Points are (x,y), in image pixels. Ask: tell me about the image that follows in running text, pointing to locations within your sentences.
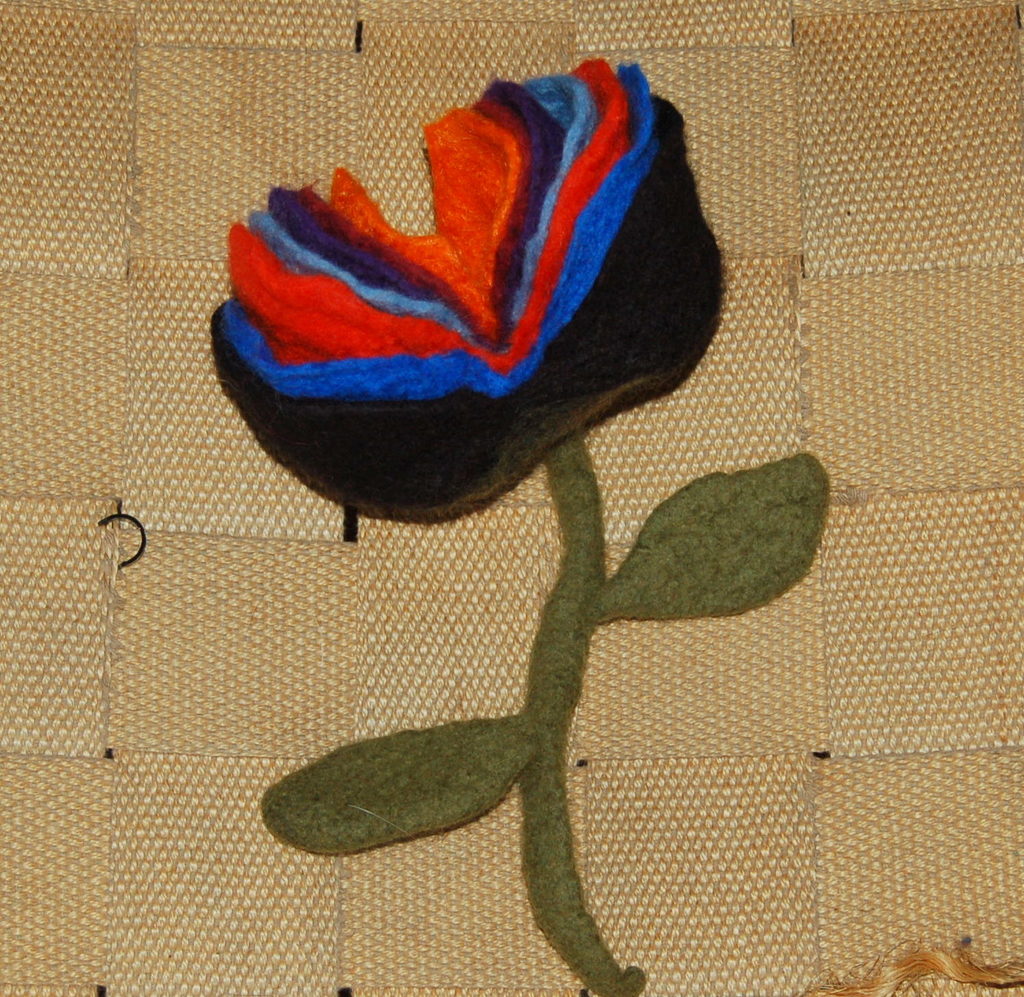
In this picture I can see there is flower (568,866) stitched on a fabric (491,817) and the fabric (72,950) is of brown color.
